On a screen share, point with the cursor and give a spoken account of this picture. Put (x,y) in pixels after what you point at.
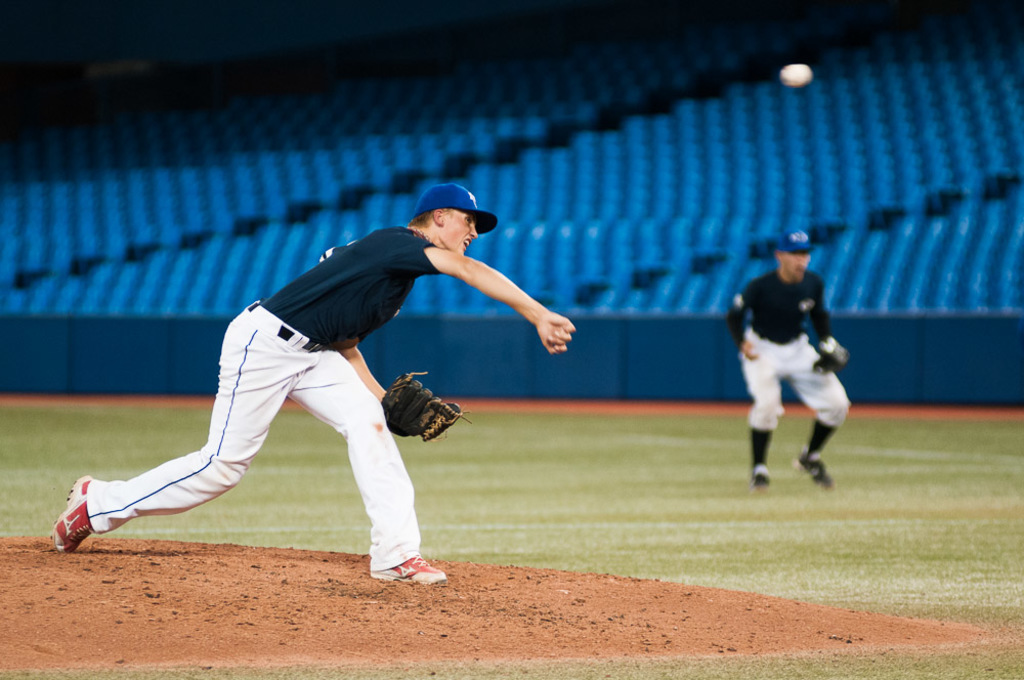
This picture is taken in a stadium (643,320). On the ground (680,556) there are two men (294,321) wearing blue t shirts (291,296), white trousers (256,427) and a glove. One of the man (523,308) is throwing a ball (796,68). In the background (846,129) there are seats (539,191) which are in blue.
